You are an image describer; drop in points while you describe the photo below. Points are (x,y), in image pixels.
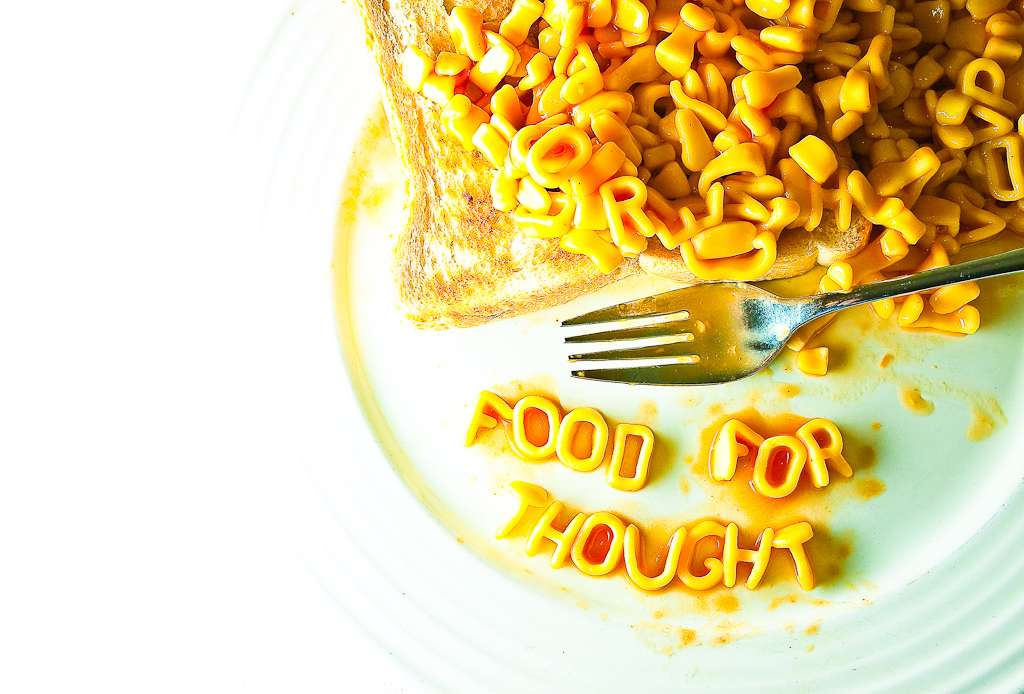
In this picture we can see a white plate (285,85) with food items (486,143) and a fork (616,339) on it.
